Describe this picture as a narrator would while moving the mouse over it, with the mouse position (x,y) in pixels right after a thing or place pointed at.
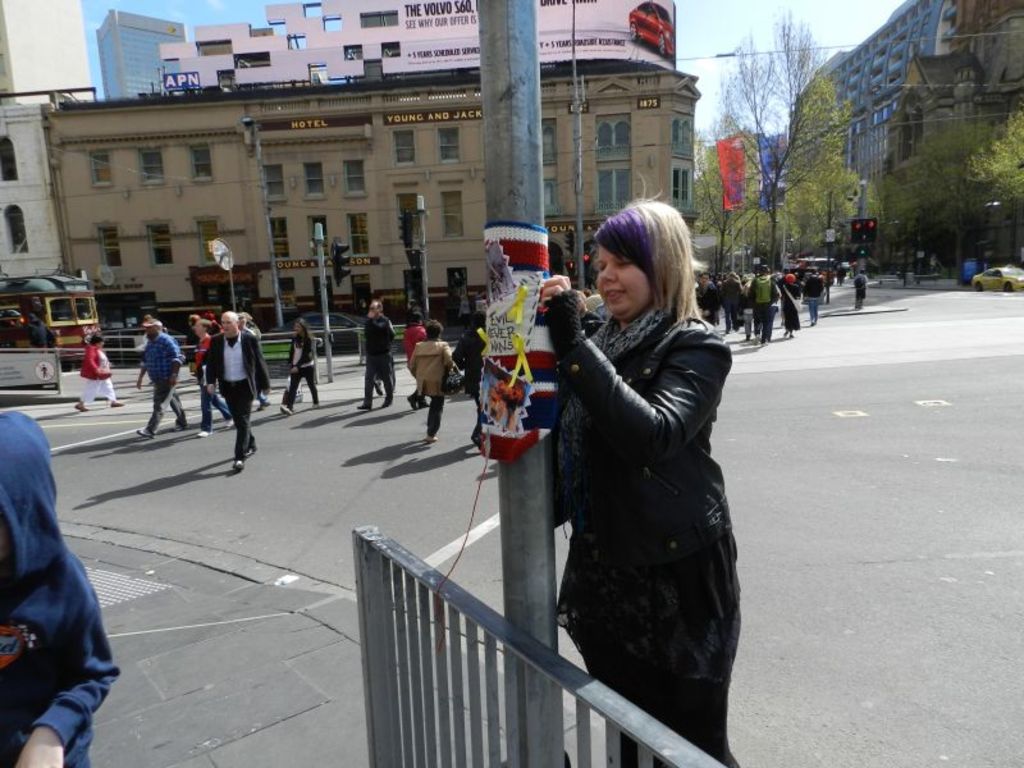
In this image I can see a woman (656,426) wearing black colored dress (679,475) is standing, the silver colored railing (506,643) and a metal pole (551,544). In the background (560,9) I can see number of persons (419,355) on the road (407,411), few buildings (920,104), few trees (835,114), few boards (782,175), few vehicles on the road (1022,360), a traffic signal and the sky (735,67).
